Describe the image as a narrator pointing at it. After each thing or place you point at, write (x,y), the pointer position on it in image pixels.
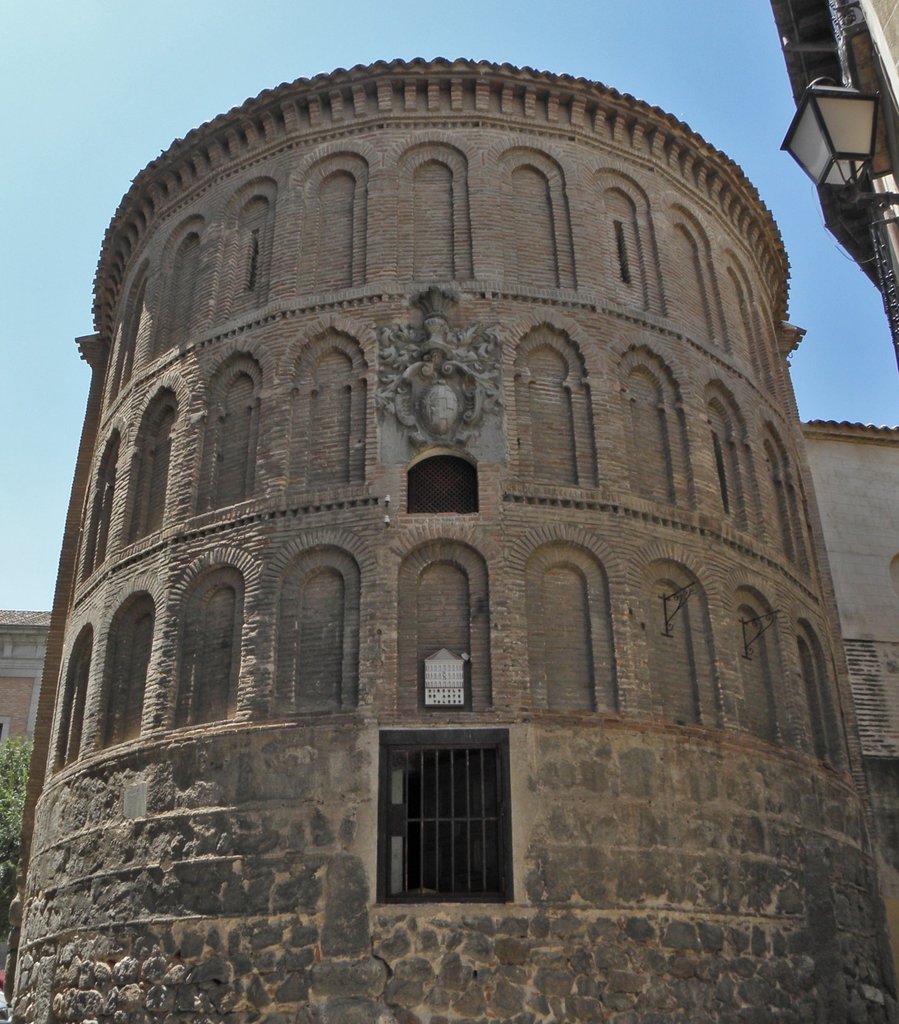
In this image I can see the fort (398,685) with window (444,802). To the window (457,777) I can see some iron rods (414,865). To the right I can see the light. In the background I can see the tree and the sky (24,455).
